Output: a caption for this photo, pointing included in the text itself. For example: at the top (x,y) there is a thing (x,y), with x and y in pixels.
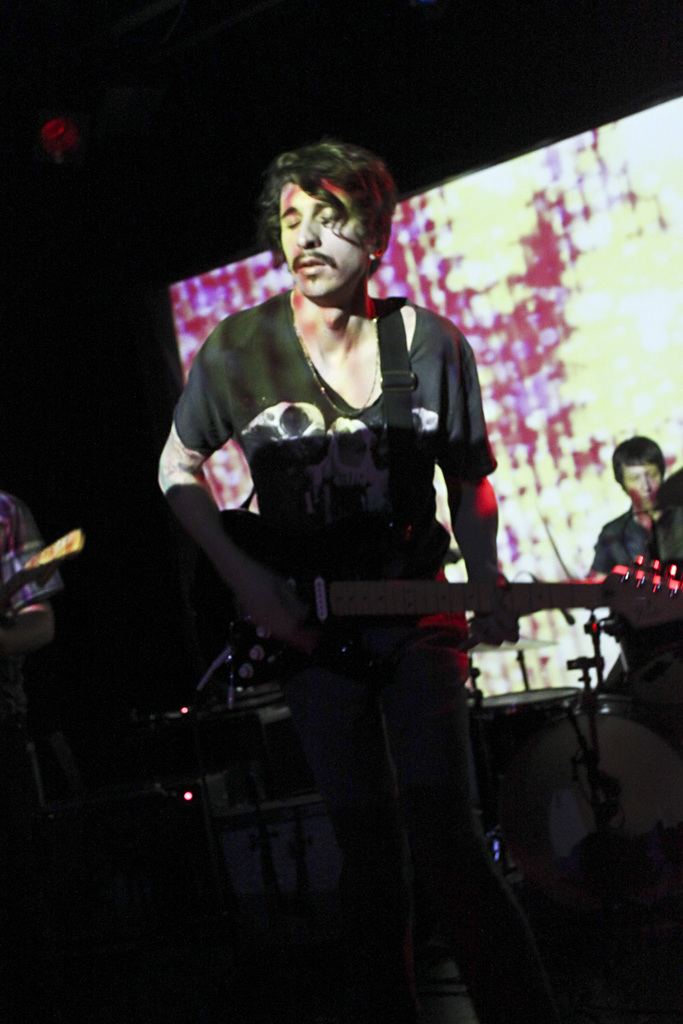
There is a person (370,270) in black color t-shirt (360,493) standing, holding and playing a guitar (559,592) on a stage (597,921) on which there are other persons (9,534) playing musical instruments (640,735). In the background (590,177), there is a screen (648,159). And the background (113,22) is dark in color.
